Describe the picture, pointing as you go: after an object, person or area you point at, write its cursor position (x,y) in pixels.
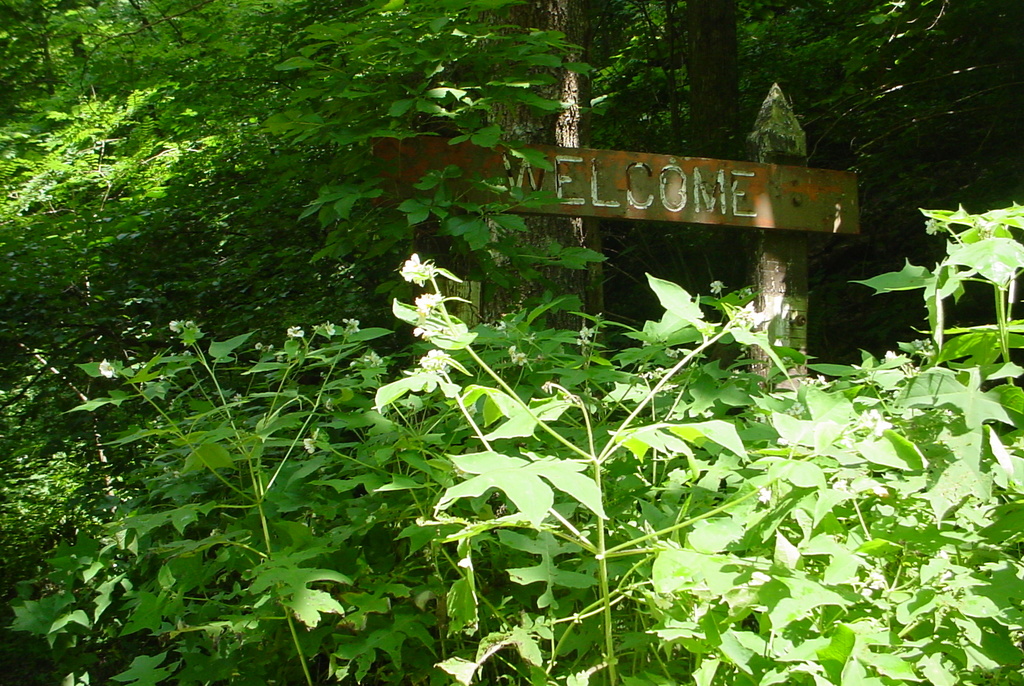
In this image I can see plants (376,478) and trees (919,176) in green color. Background (808,214) I can see a sign board (635,199).
